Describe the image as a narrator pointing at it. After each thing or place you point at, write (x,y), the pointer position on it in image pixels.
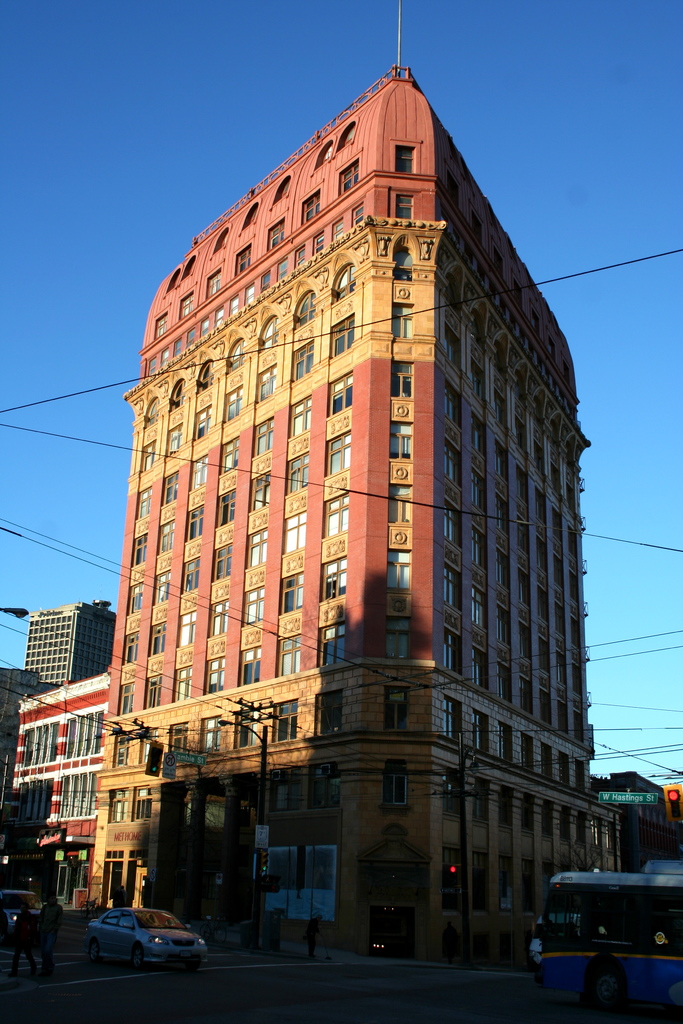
In this image I can see a multistory building (315,524) in the center of the image (330,518), some vehicles (563,952) on the road (70,985) at the bottom of the image (578,955) and some electric poles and wires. At the top of the image (130,122) I can see the sky (129,111).
